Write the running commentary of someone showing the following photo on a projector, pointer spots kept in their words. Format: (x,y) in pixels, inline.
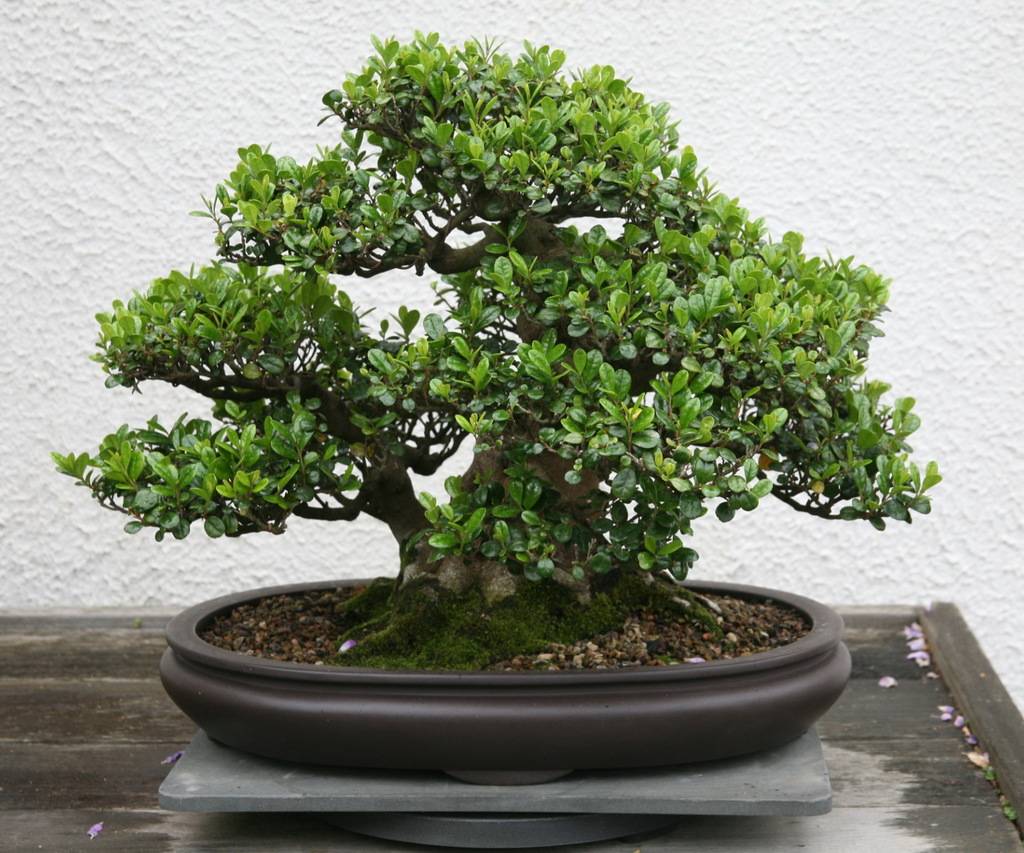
In the picture we can see a houseplant (178,315) on the wooden surface (80,675) and behind the plant (130,490) we can see the wall (116,121).
